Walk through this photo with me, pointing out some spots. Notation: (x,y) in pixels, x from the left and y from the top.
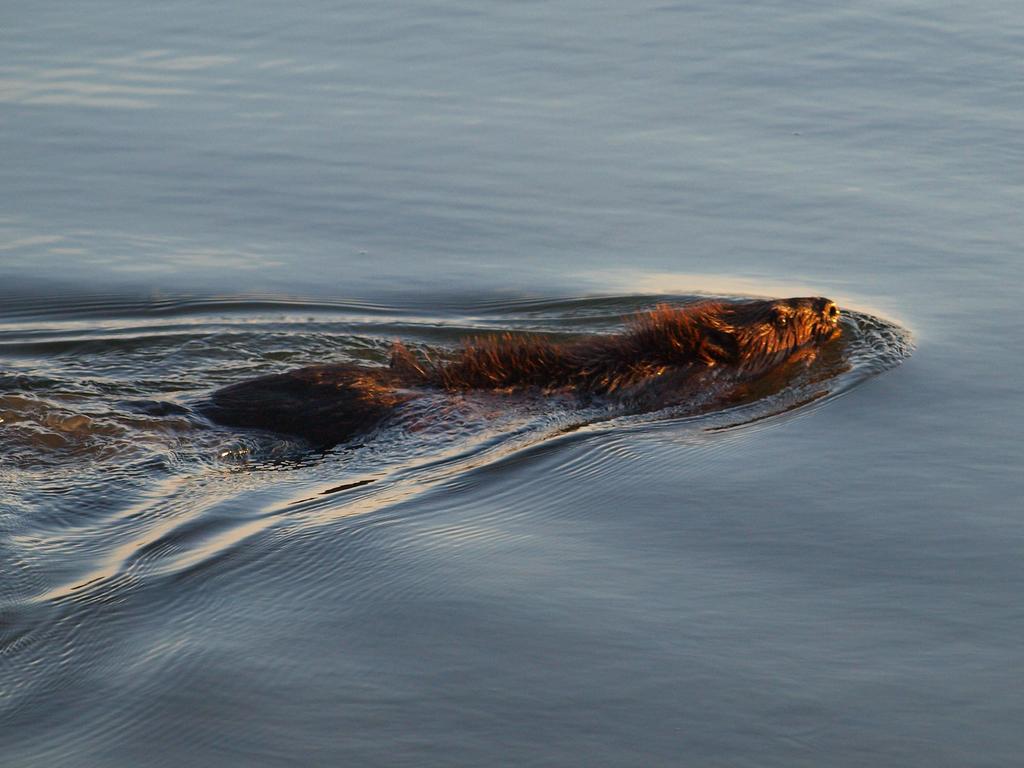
In the center of the image (658,327) we can see an animal (644,371) swimming in the water (587,450).
